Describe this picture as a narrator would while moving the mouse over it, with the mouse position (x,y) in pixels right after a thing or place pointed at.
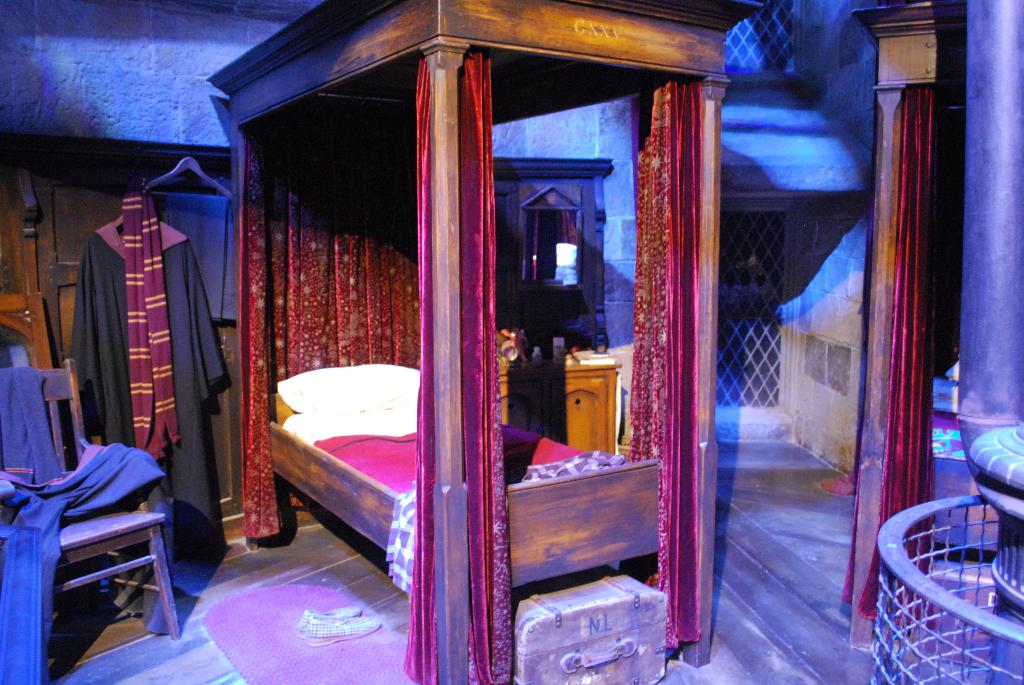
In the image we can see there is a bed (393,418) and there is a suitcase (605,629) in front of the bed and there are shoes (310,639) and door mat (318,649) on the floor (227,582) and there is a chair (65,555) and a jacket (181,301) and a scarf (148,320).
